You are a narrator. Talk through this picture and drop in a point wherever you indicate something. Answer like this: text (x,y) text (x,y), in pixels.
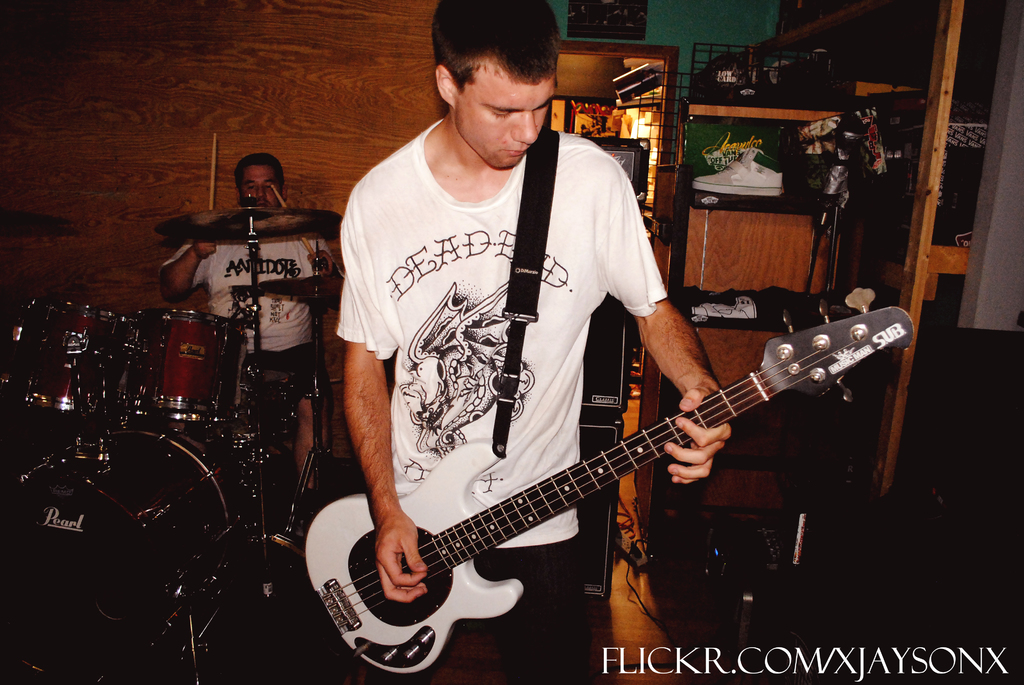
There are two guys (413,270) in this picture, this guy (433,385) the one who is in the front (503,307) is holding a guitar (525,515) most probably playing the guitar (529,502) the other who is sitting behind him is playing drums (162,315) and right side (737,185) we can see some sort of racks (745,197) having shoe (715,180) and here we can see a microphone (846,198) and there is a wall (235,43) behind this guy (259,158).
